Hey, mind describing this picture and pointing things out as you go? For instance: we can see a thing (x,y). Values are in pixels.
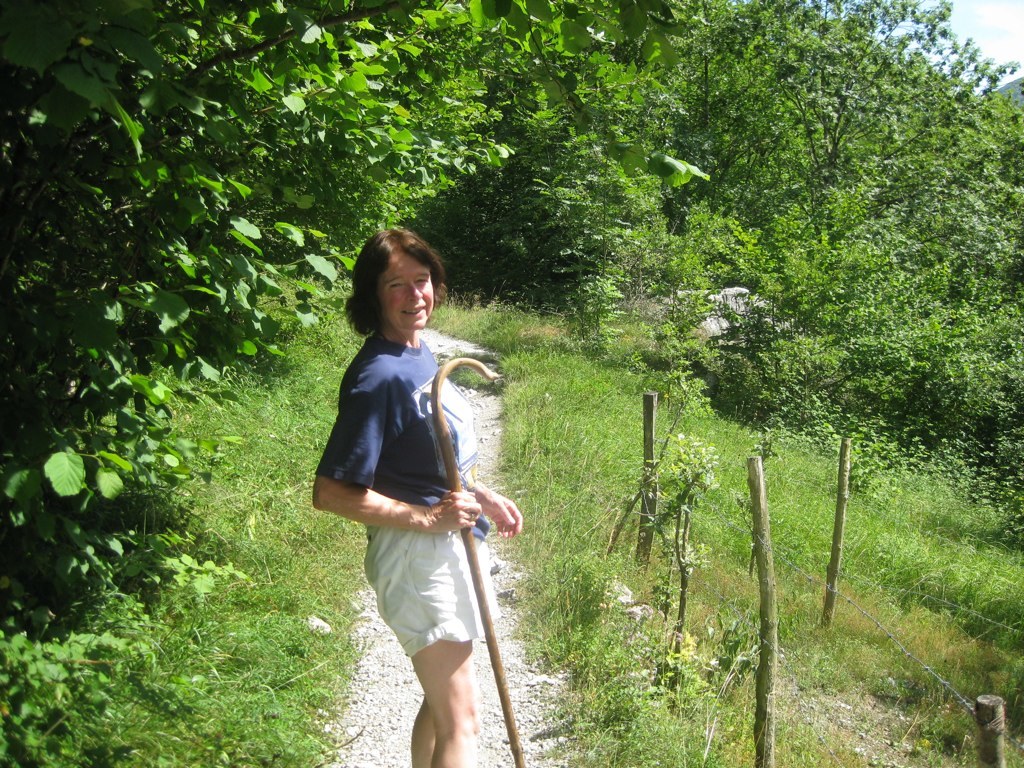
In the picture there is a woman (362,413) standing in between the grass (569,574) and around her there are many trees (720,250), she is holding a wooden stick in her hand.
